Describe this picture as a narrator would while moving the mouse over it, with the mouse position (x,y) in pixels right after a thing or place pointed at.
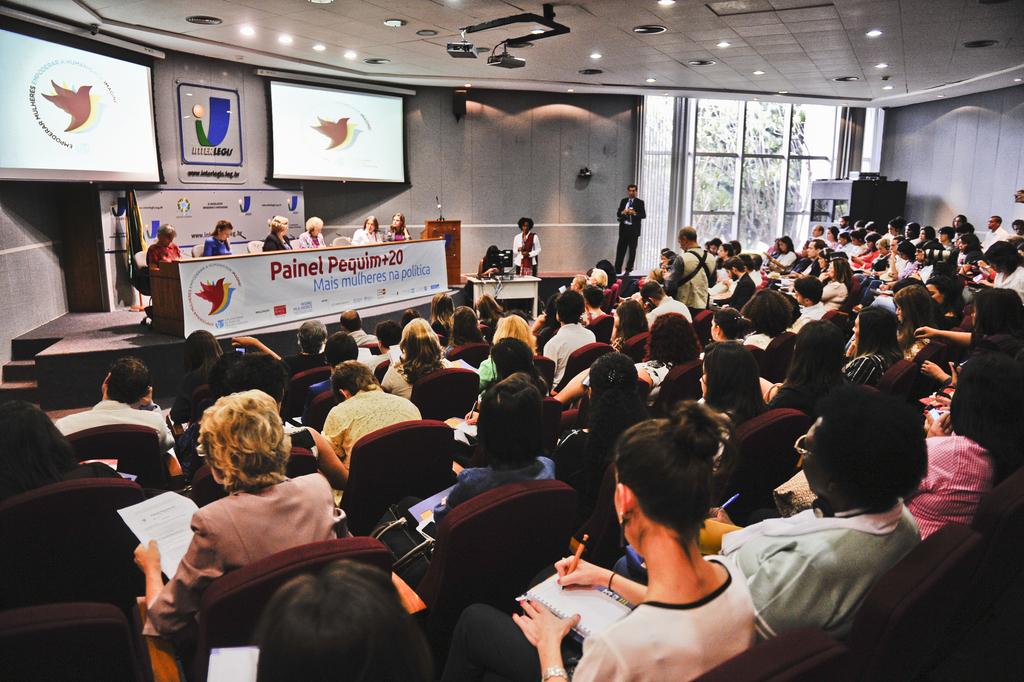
In this image there are people (526,444) sitting and holding books (600,614). On the right (684,256) there is a man (632,261) standing and we can see a table (368,274). In the background (181,174) there are screens (341,156) and a wall (511,151). At the top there are lights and we can see a door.
